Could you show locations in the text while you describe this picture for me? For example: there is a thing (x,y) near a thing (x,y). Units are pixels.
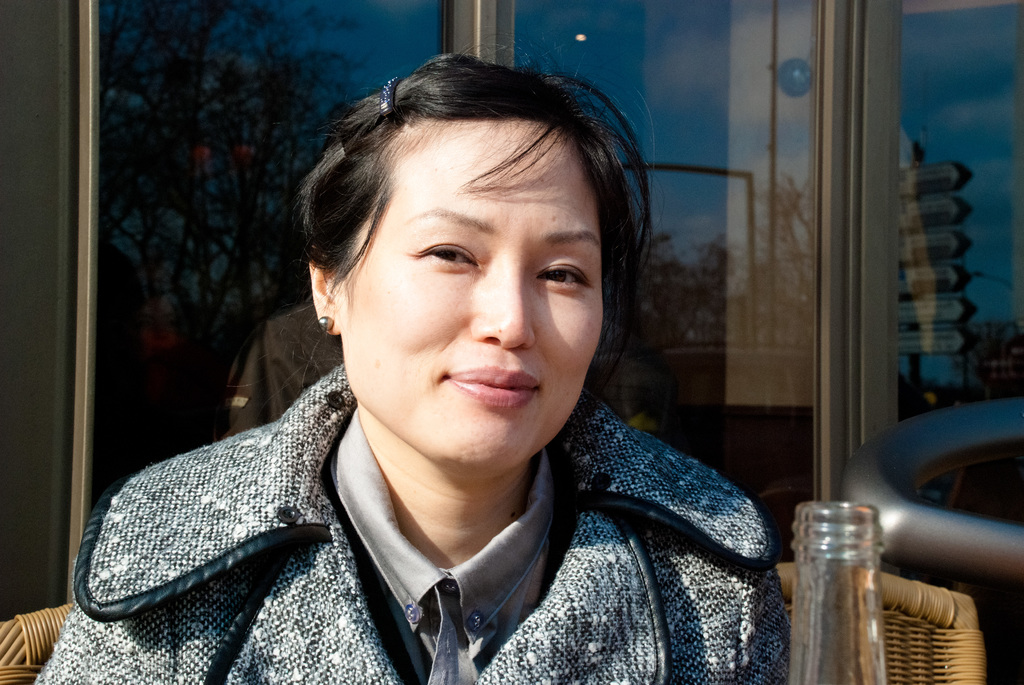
In this picture there is a woman (592,531) sitting on the chair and smiling. In the foreground (837,631) there is a bottle (831,684). At the back (276,230) there is a glass door (781,313) and there are reflections (189,252) of trees (164,235) and there is a reflection (983,335) of pole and sky (699,175) on the mirror (708,213).
